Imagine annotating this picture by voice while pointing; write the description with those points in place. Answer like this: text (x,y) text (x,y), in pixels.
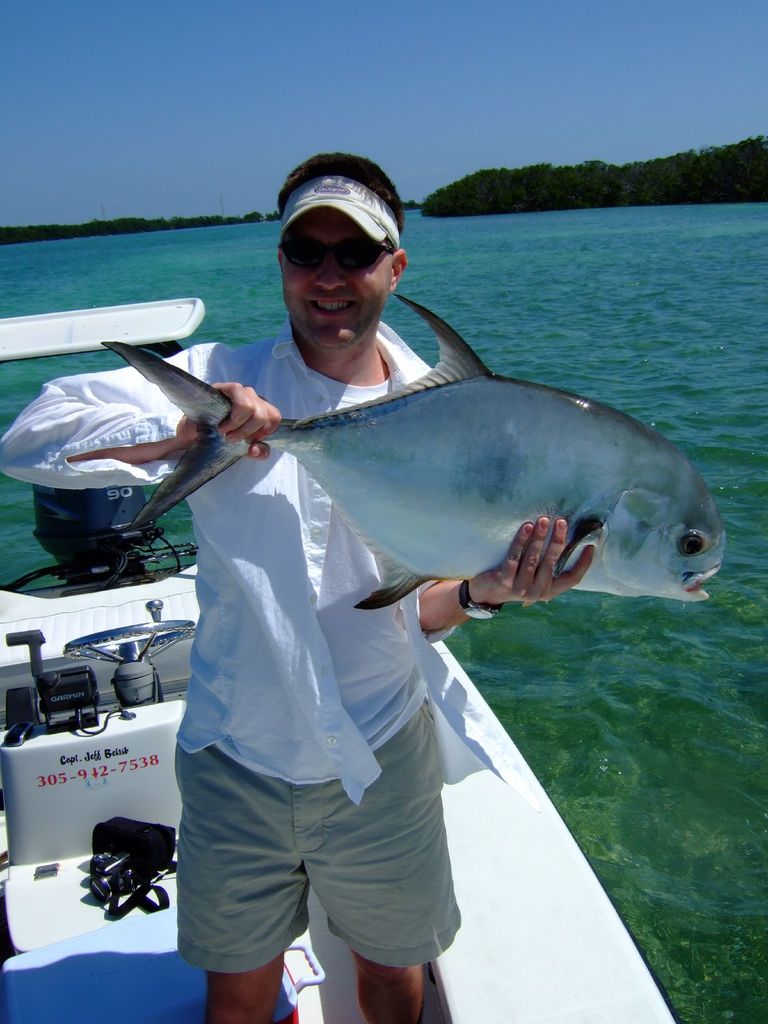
In this picture we can see a man (333,594), standing in the front (528,577) and holding the fish (374,482) in the hand (516,570) and giving a pose. Behind there is a white boat (120,614) and sea water (559,245). In the background (704,165) there are some trees (691,188).
